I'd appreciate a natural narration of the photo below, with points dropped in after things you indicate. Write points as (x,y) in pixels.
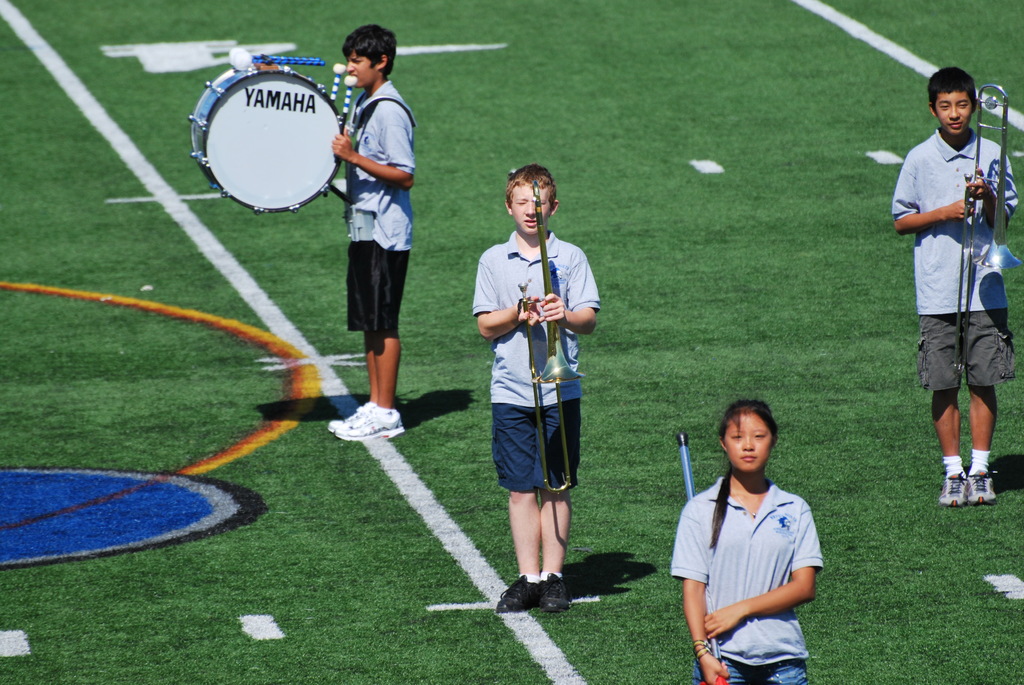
Here in this picture we can see a group of children (535,169) standing in the ground (500,541), which is fully covered with grass (473,238) and the two children (533,257) in the middle (492,278) are holding a musical instrument (541,239) and behind them we can see the other child (362,115) is holding drum (323,184) with him and in the front (687,436) we can see the child (761,466) is holding a pole (709,587) in her hand (722,669).
